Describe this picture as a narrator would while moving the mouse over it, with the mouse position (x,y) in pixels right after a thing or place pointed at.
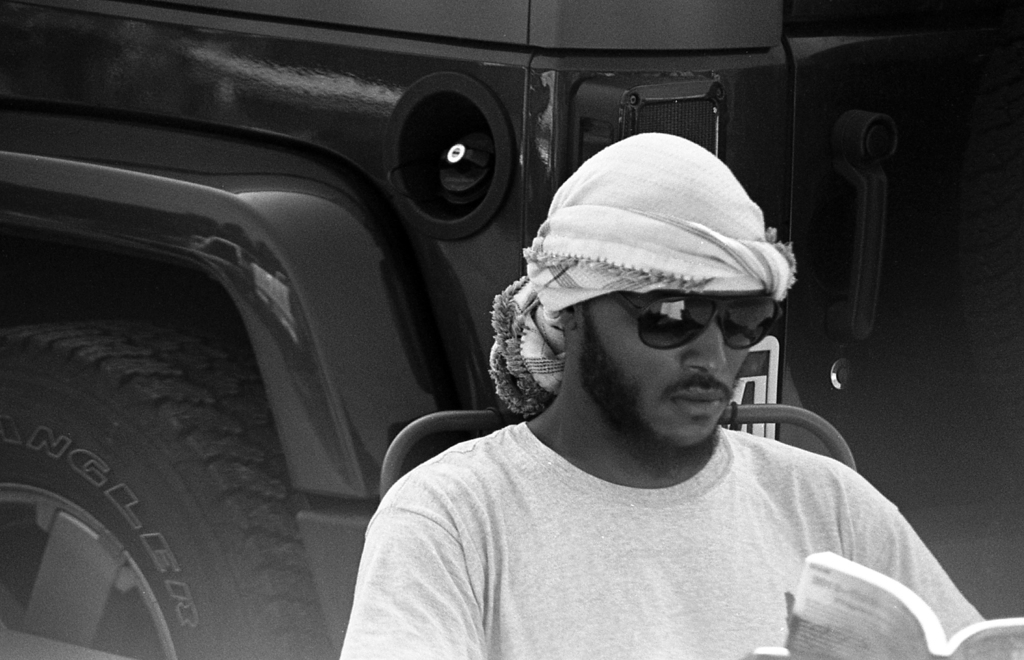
In this image in the foreground (663,528) there is one person (651,441) who is sitting and he is reading something, in the background (738,118) there is one vehicle (380,156).
